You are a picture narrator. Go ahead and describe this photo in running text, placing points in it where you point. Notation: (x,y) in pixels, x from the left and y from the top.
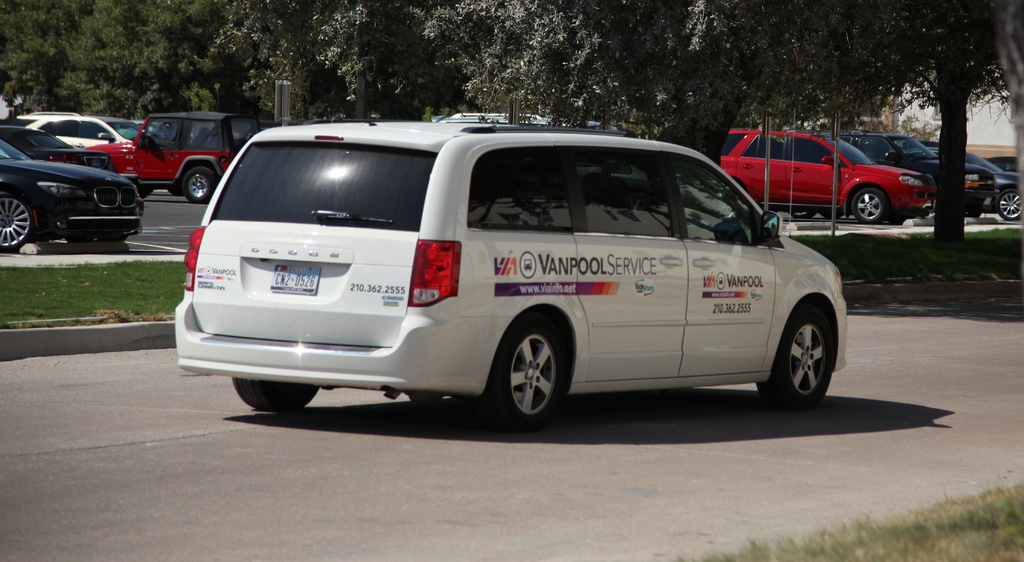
In this image I can see few vehicles (607,325). In front (388,208) the vehicle (547,240) is in white color, background (746,59) I can see trees (495,59) in green color and a building (986,125) in white color.
